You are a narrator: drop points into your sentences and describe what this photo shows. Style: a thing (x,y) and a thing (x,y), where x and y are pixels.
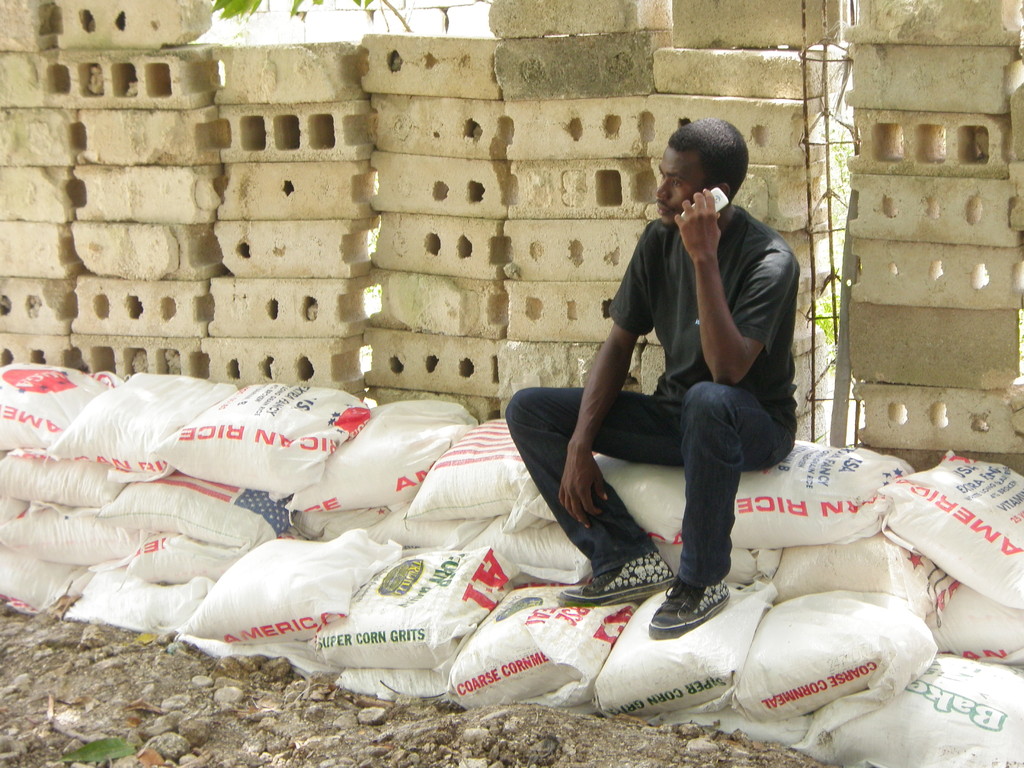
In this picture there is a African man (701,283) wearing black t-shirt (749,380) sitting on the white bags (827,525) and talking on the phone (711,196). Behind there are grey concrete blocks (428,352).
